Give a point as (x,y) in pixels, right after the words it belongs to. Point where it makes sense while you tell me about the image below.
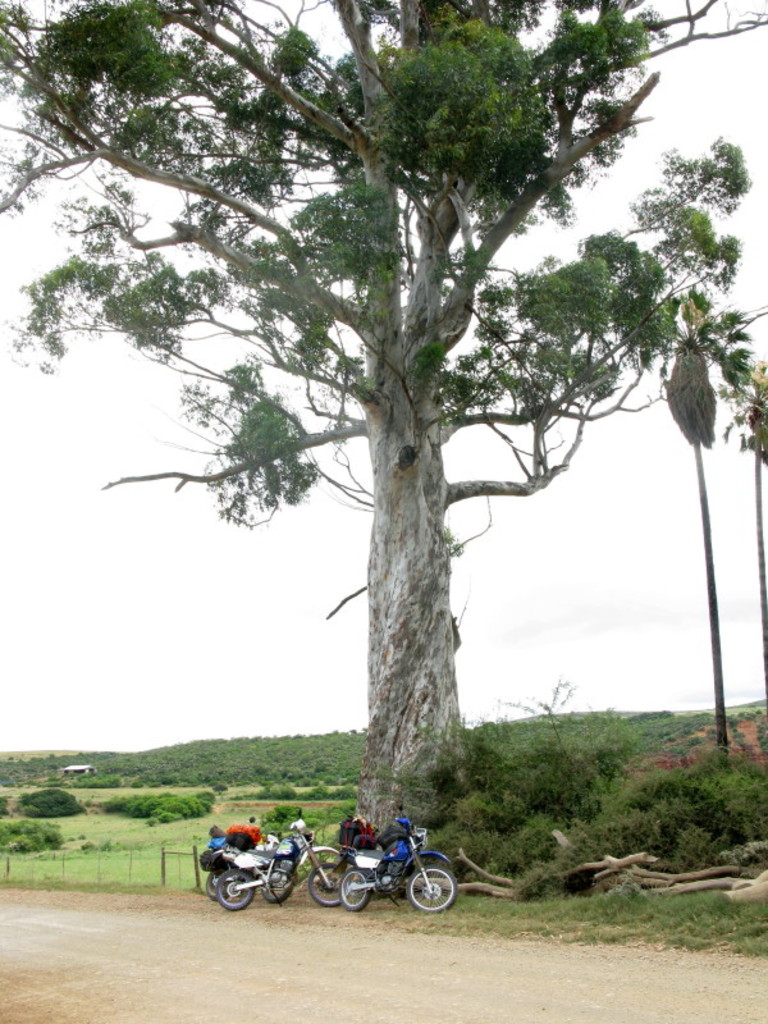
In this image we can see bags (225,843) on the bikes (252,863) on the ground (384,950) at the tree (383,81) and road (144,957). In the background (200,841) we can see sky (8,501), plants (280,818), trees (300,733) and grass (182,886) on the ground (182,886).
